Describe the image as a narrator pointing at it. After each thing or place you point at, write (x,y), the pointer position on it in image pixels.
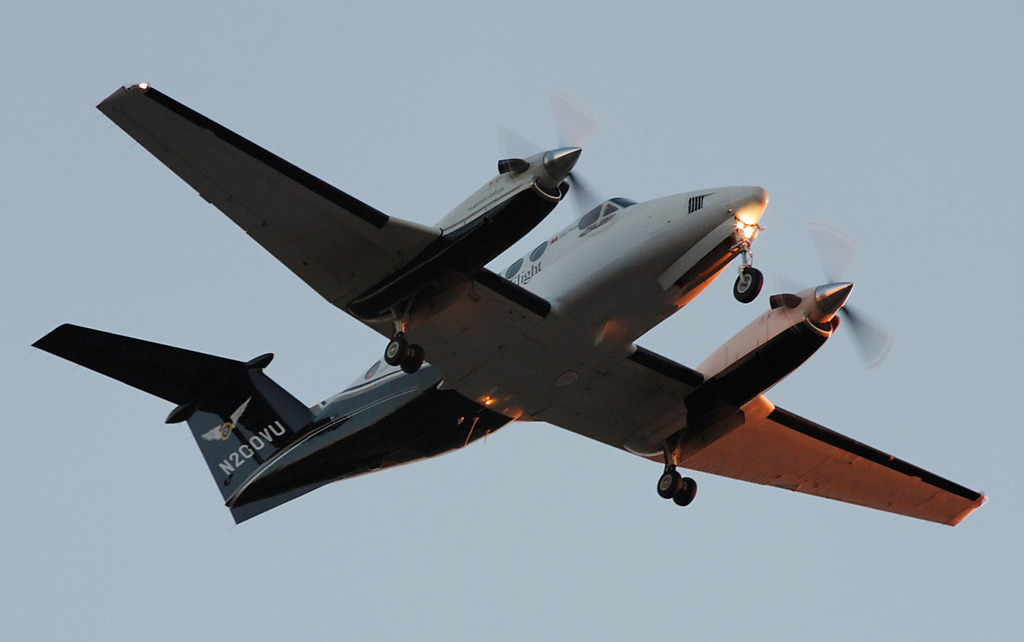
In this image we can see a plane (509,349) in the air (578,605). In the background (169,198) we can see the sky (146,239).
